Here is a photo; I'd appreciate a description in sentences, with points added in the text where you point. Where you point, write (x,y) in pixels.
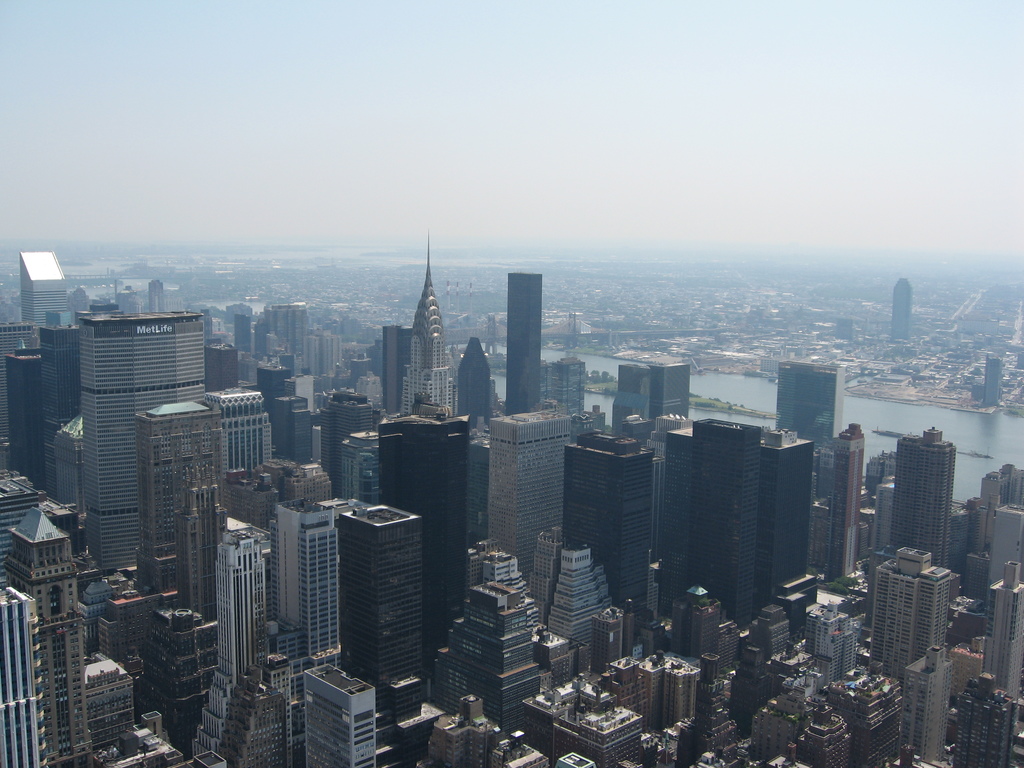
In this picture I can see there are some buildings (339,450) and there is a lake (697,410) here and the sky (109,21) is clear.
